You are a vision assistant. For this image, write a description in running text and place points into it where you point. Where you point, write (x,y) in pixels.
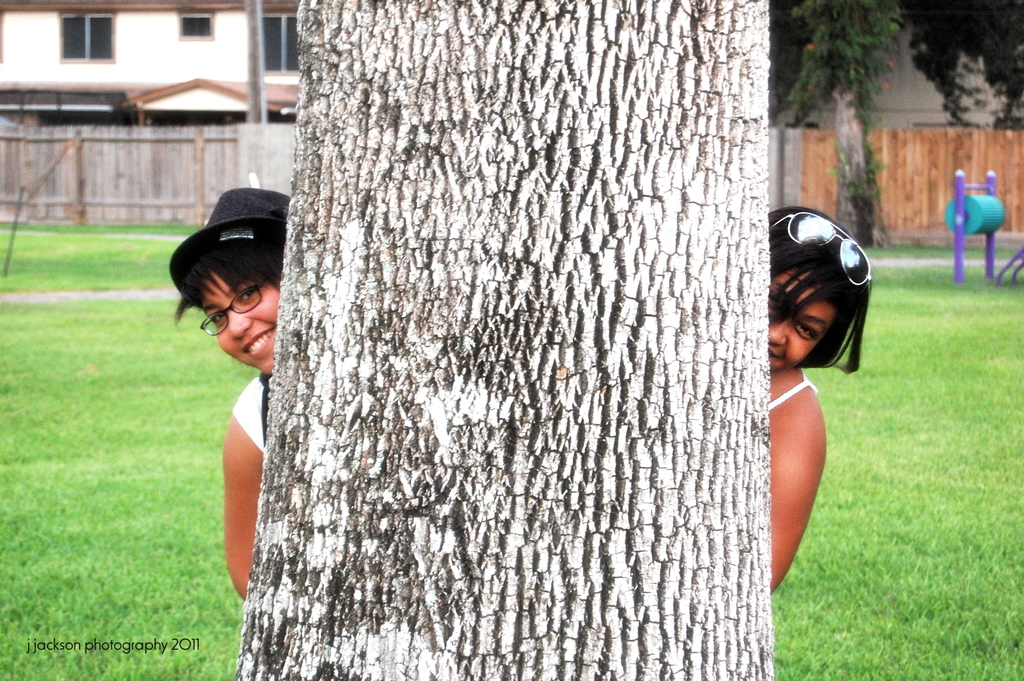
In the picture I can see two women (796,338) are standing behind a tree (442,432). In the background (908,226) I can see fence (917,222), buildings (160,22), the grass (966,280), trees (859,222) and some other objects (960,247) on the ground (973,282).
